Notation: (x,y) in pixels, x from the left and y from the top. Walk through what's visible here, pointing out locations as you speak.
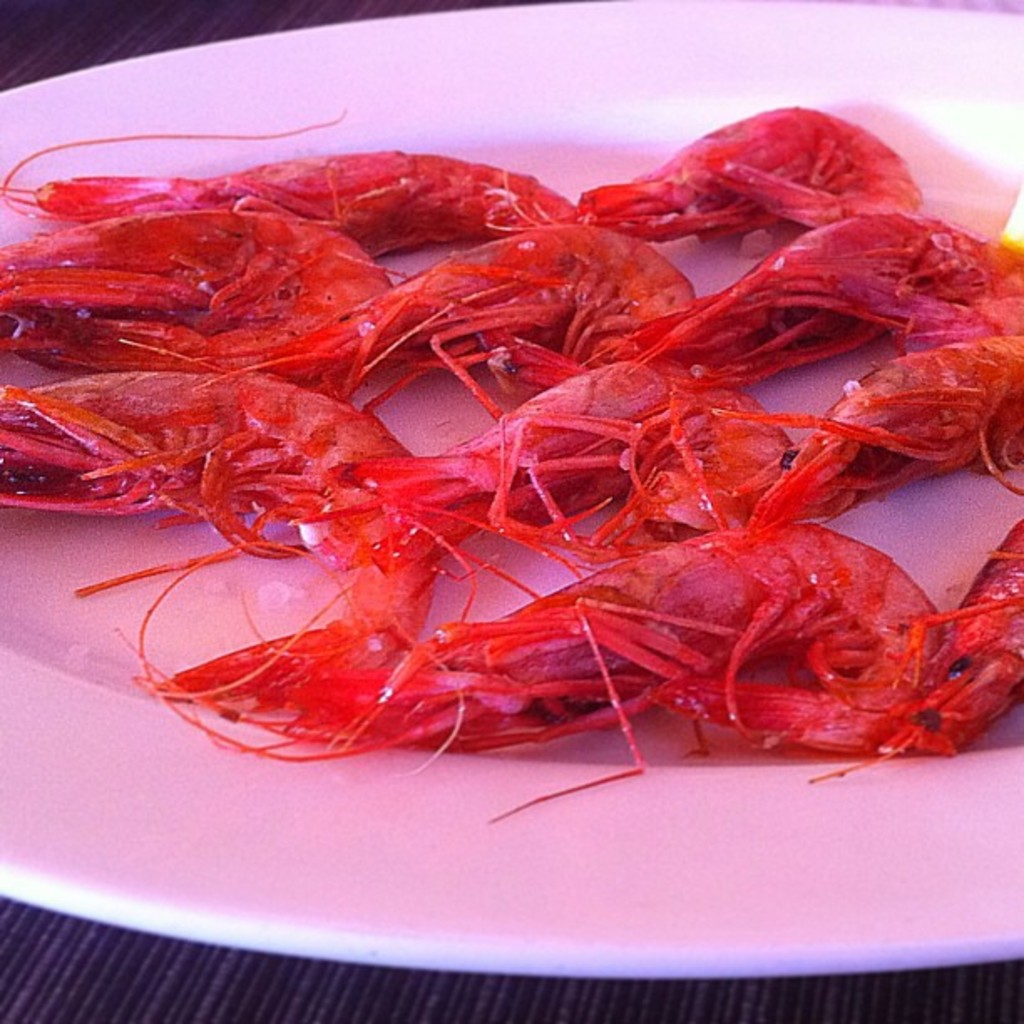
In the picture I can see seafood (164,685) which is in white color plate (202,643) which is on surface (113,944).
